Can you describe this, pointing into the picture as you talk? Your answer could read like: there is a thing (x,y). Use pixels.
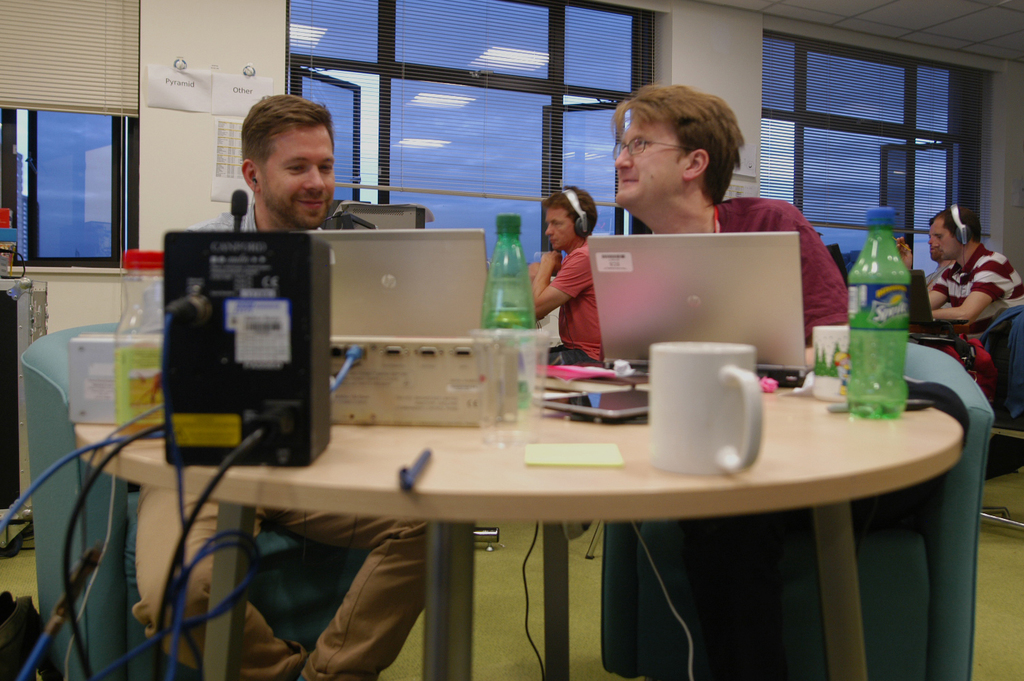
This picture shows a group of people (1000,275) seated and working on laptops (375,316) on the table (422,435) and we see a bottle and cups (814,343).
